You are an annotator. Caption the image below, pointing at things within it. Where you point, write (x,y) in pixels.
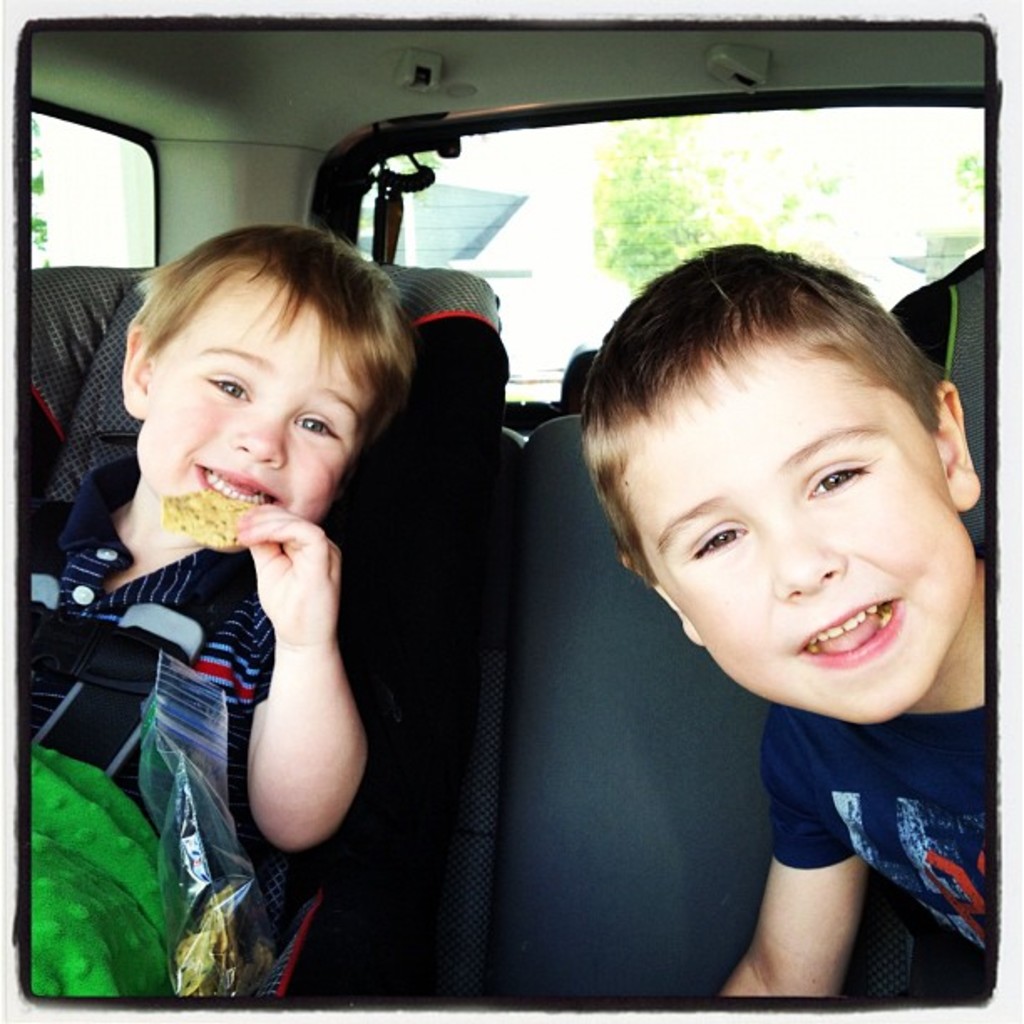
In this picture I can see two kids (795,651) are sitting in a vehicle (559,658). These kids (343,797) are smiling. The boy (291,638) on the left side (250,326) is holding a food item (196,520) in the hand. In the background (600,233) I can see trees (603,257). On the left side (143,229) I can see a packet (201,969), window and other objects (85,869).
